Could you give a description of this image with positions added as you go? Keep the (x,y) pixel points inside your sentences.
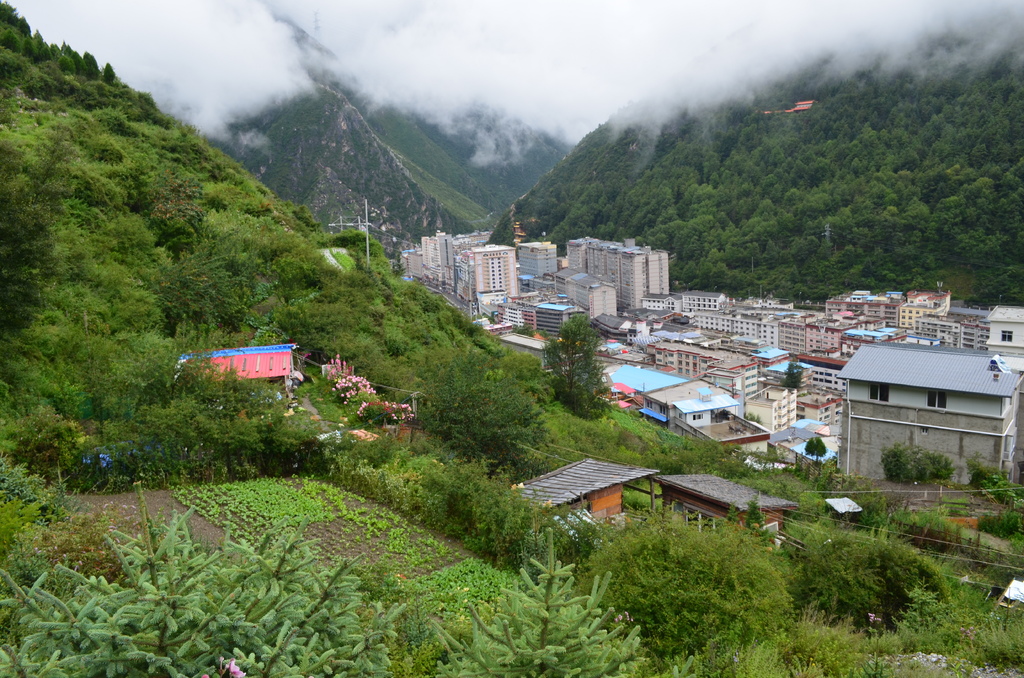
In the foreground of the image (775,504) we can see group of buildings (828,426). In the background (441,142) we can see group of trees (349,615), mountains (329,258) and the sky (913,20).
